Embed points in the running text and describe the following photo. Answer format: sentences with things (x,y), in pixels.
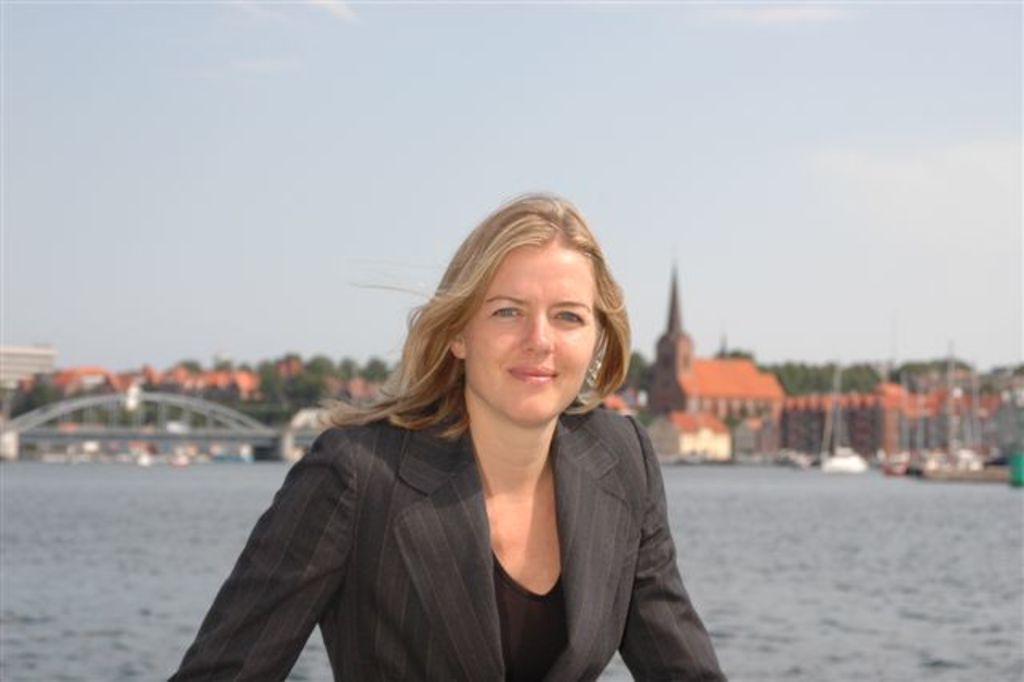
In the middle of the image (587,245) a woman (562,217) is standing and smiling. Behind her there is water (946,488) and there are some buildings (5,363) and trees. At the top of the image (629,30) there are some clouds (1003,244) and sky (209,51).
